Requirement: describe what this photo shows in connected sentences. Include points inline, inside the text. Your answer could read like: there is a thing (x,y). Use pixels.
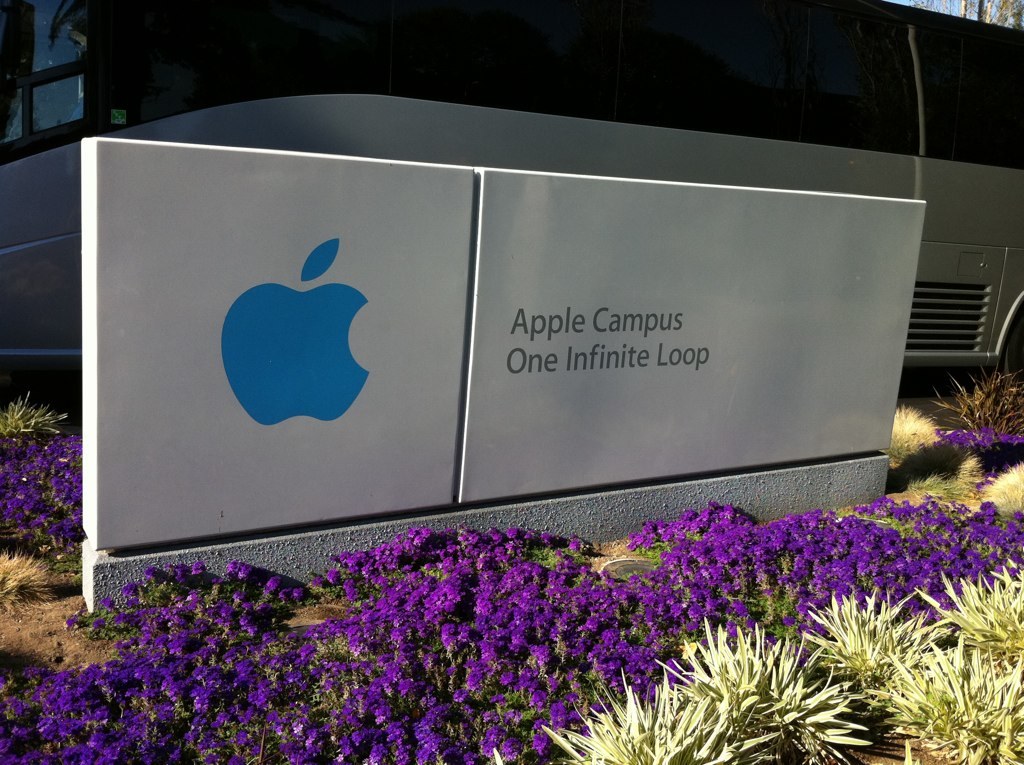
In this picture we can see a board (336,182) with an icon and some text (706,357) on it, flowers (812,589), plants (984,413), vehicle (435,61) and in the background (957,8) we can see the sky (943,9).
